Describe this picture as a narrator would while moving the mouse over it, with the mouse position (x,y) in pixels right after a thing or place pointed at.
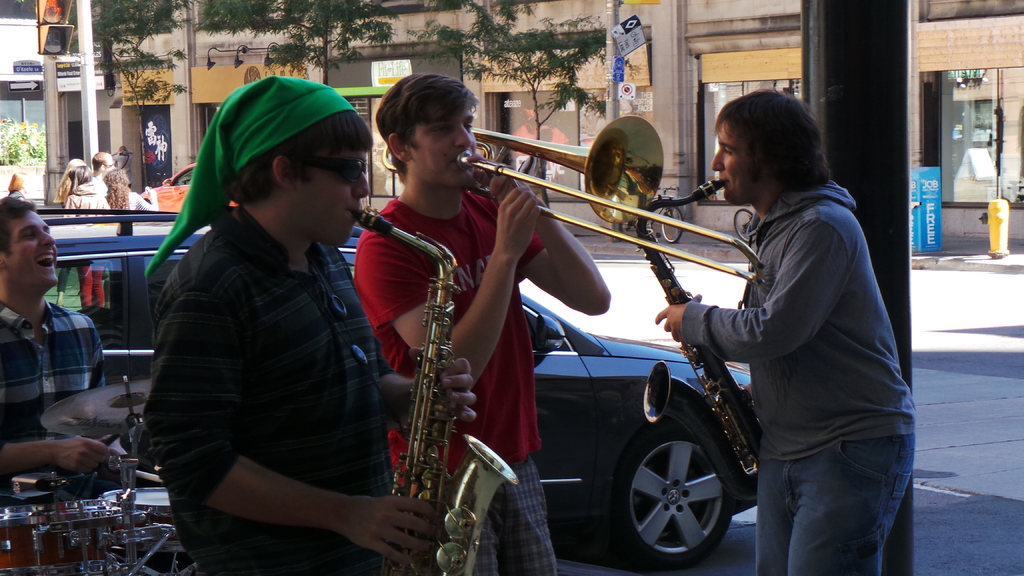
In this picture we can see three men (482,415) playing saxophones (729,391) and a trombone (686,230) in the front (718,411), on the left side (34,395) there is a man (37,407) playing drums (125,488), we can see cymbals (121,430) and drums (154,503) at the left bottom (125,417), there is a car (552,452) in the middle (599,370), in the background (568,120) we can see buildings (389,43) and trees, on the right side (1003,227) there is a water pump (990,220) and a hoarding (940,213), we can see some plants (29,142), boards (21,61) on the left side (32,68), we can also see traffic lights (48,35), some people (93,184) and a car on the left side (164,194), there are two bicycles (751,230) in the middle (673,237).
